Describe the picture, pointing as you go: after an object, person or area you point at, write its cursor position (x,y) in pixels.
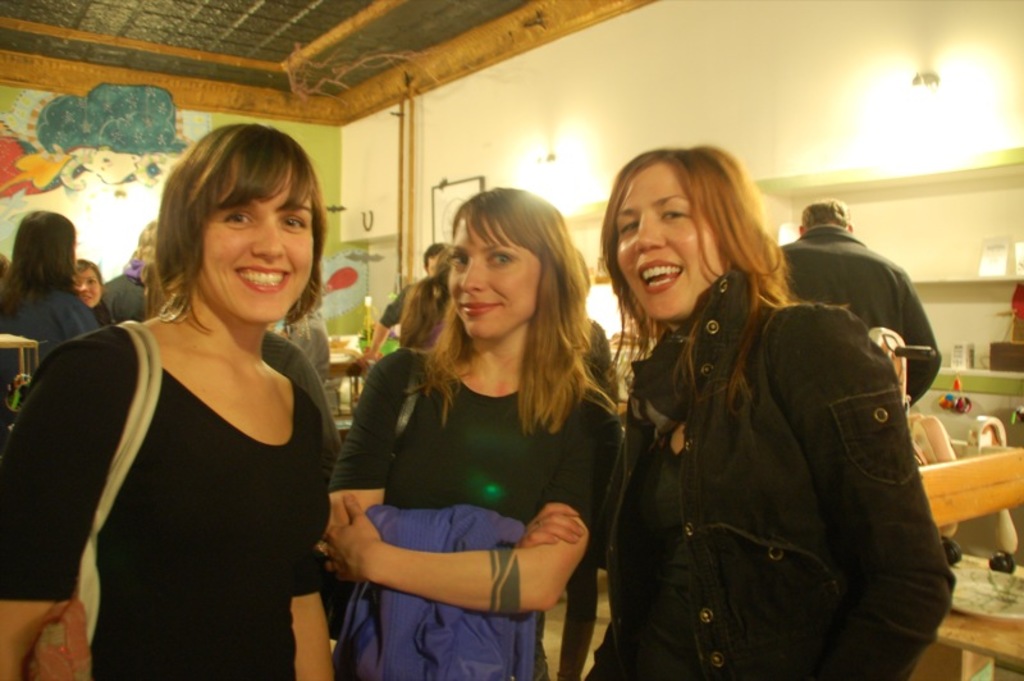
In this picture I can see three persons (820,581) standing and smiling, and in the background (54,249) there are group of people (89,270) standing, there is painting (66,105) on the wall (481,124), there are lights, there are tables (926,501) and some other objects (929,498).
